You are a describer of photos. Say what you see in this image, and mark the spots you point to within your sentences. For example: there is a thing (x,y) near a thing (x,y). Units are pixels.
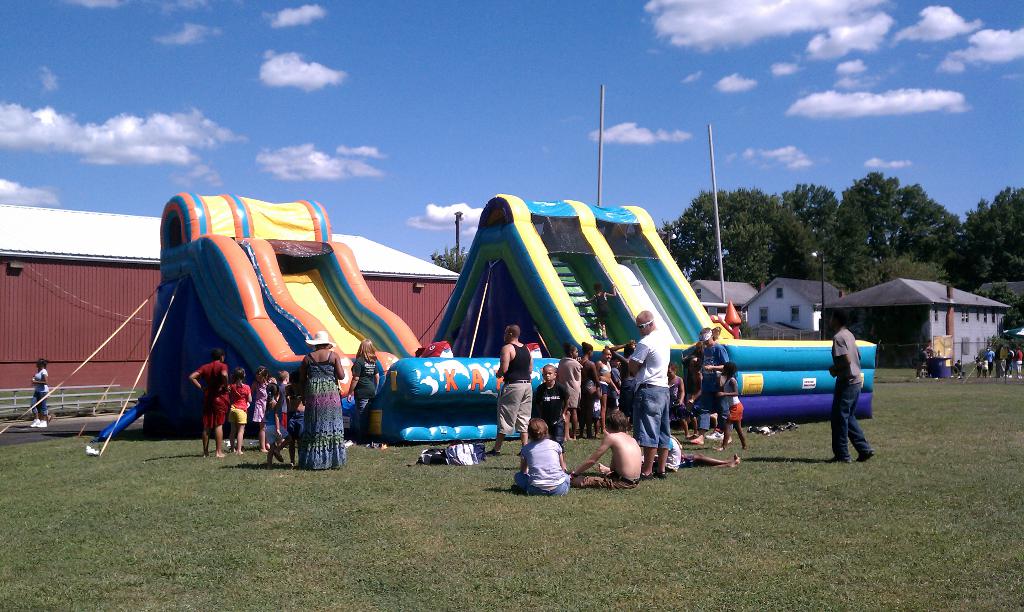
As we can see in the image there are inflatables (266,332), few people (539,458) here and there, grass (609,546), houses (959,354) and trees (892,252). On the top (422,57) there is sky (582,43) and clouds (783,16).
